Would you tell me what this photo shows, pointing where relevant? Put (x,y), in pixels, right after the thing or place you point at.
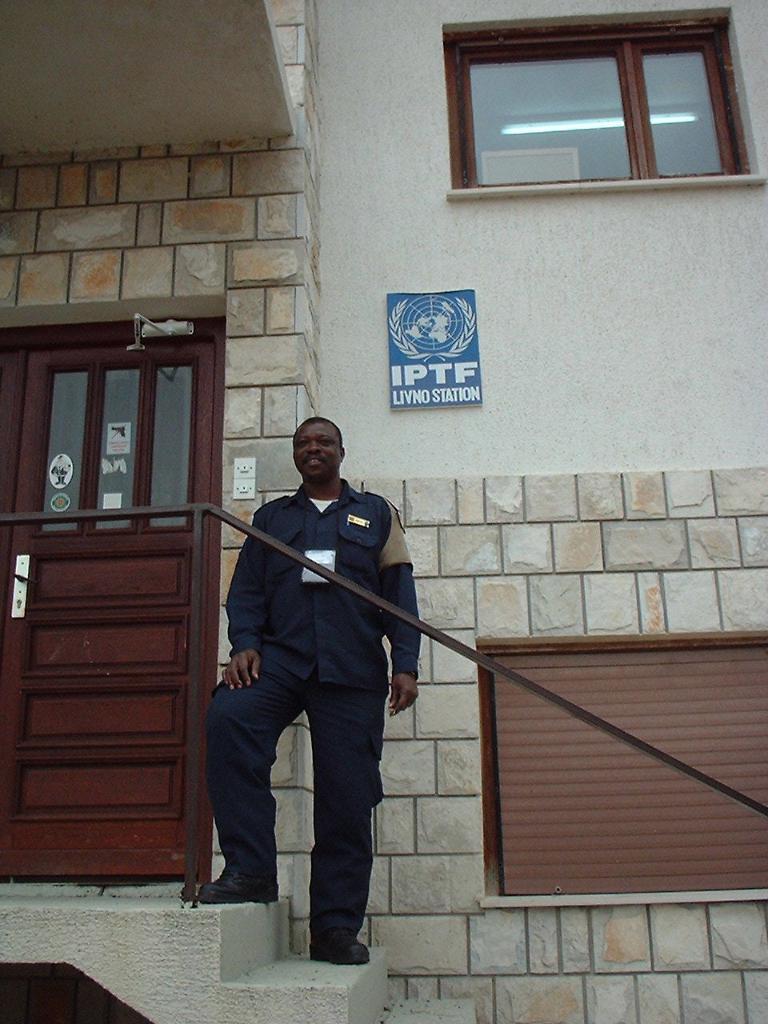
The man (269,695) in the middle of the picture (263,662) wearing blue shirt (255,586) and blue pant (346,902) is standing on the staircase (193,943). Behind him, we see a wall (484,615) which is made up of cobblestones (300,371) and beside that, we see a white wall (385,378) on which blue board (415,372) with some text (430,399) written in white color is placed. Beside him, we see a door (144,688) in brown color and at the top of the picture (613,35), we see a window (541,36).
